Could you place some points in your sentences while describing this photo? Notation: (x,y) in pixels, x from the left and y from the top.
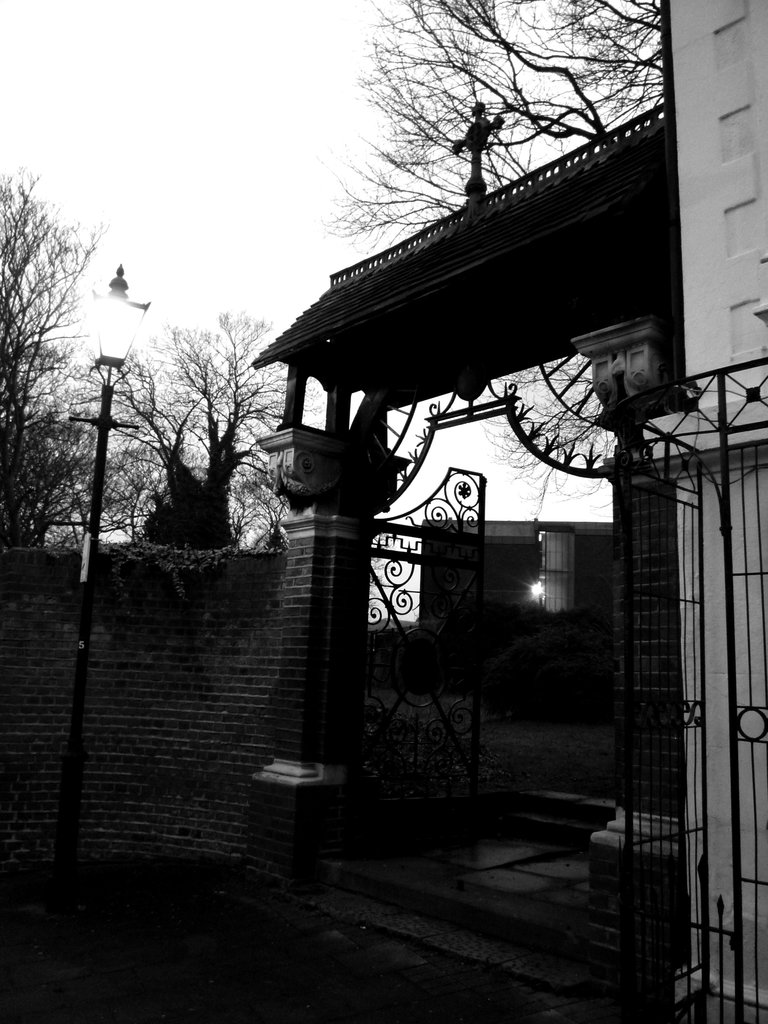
This is a black and white picture. In this picture we can see a street light (59,810) on the path (564,1016). There is a gate (422,537). We can see a few plants (517,650) and a light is visible in the background (576,664).
